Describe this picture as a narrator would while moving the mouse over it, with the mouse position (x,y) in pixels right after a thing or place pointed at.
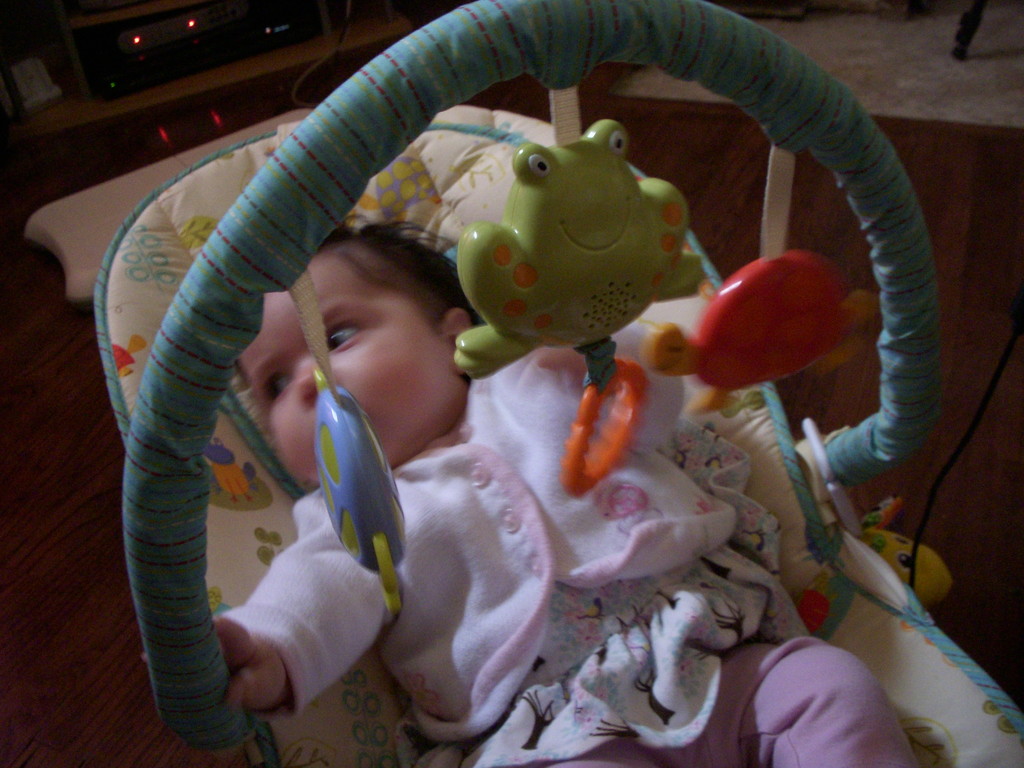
In this image we can see a baby cot (352,756), there a baby (297,613) is lying, at above there are toys (767,306).
